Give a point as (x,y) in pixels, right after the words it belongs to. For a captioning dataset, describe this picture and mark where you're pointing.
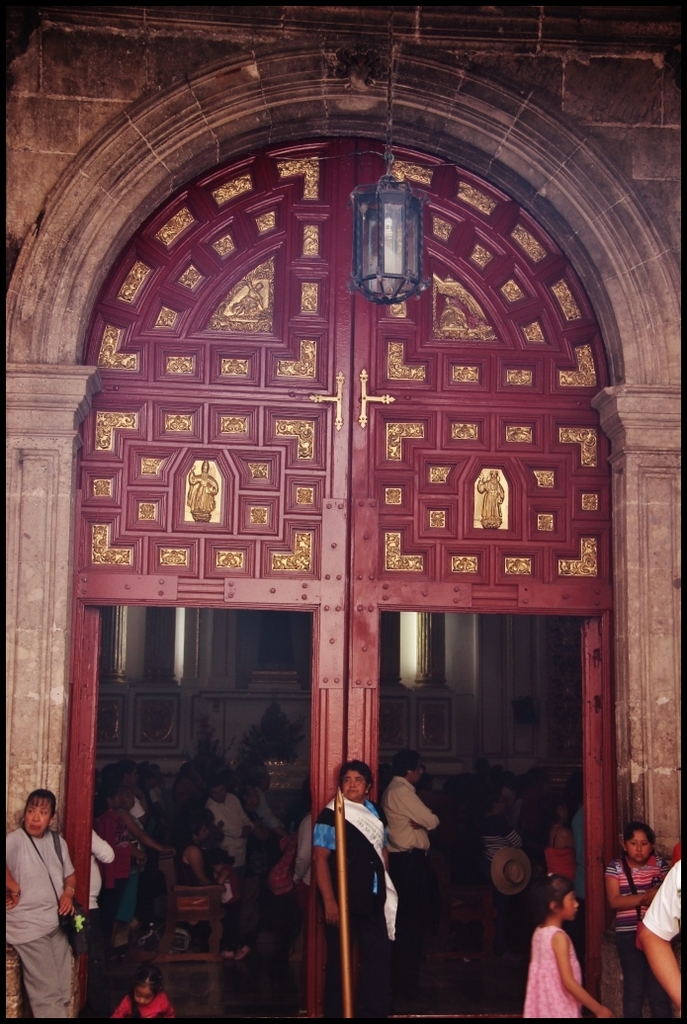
In this image, we can see doors (359,517), a wall (33,368) and a light (418,270). At the bottom (310,843), there are people (355,944) and some are wearing bags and some are sitting on the chairs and we can see some flowers pots (268,715), through the doorways (428,723).
